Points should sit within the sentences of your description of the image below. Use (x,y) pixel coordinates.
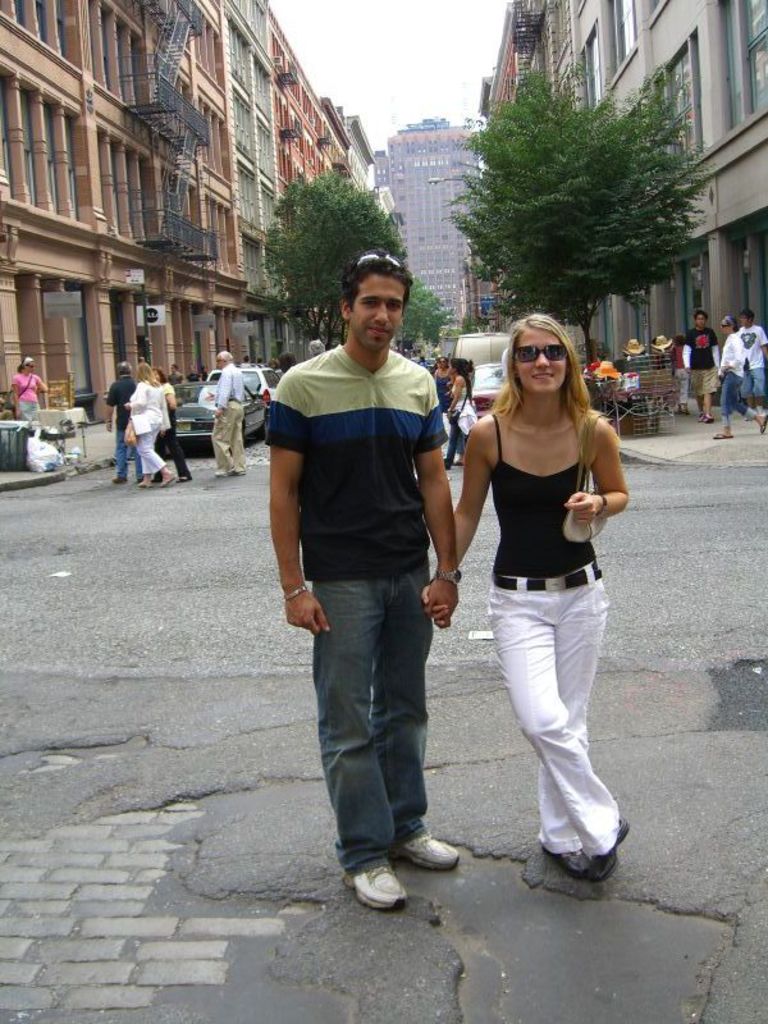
In this image we can see people (694,364) and there are vehicles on the road (169,685). In the background (306,296) there are trees (666,179), buildings (598,96) and sky (442,111).
